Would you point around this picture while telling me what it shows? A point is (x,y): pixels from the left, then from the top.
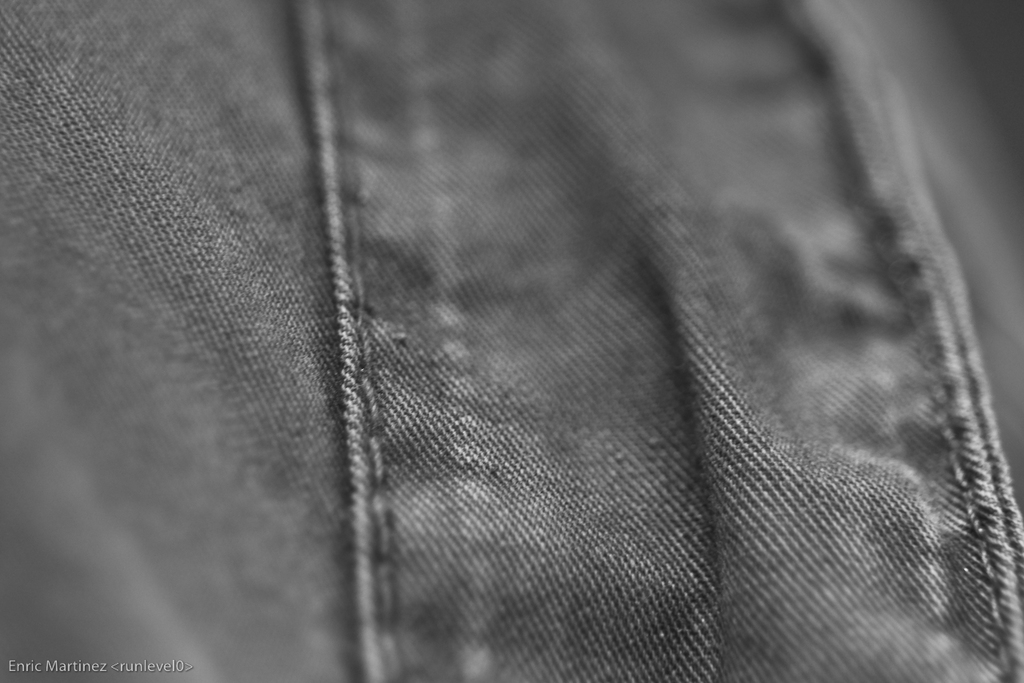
In this image there is a jeans (168,595). At the bottom left side of the image (79,662) there is some text (176,664).
